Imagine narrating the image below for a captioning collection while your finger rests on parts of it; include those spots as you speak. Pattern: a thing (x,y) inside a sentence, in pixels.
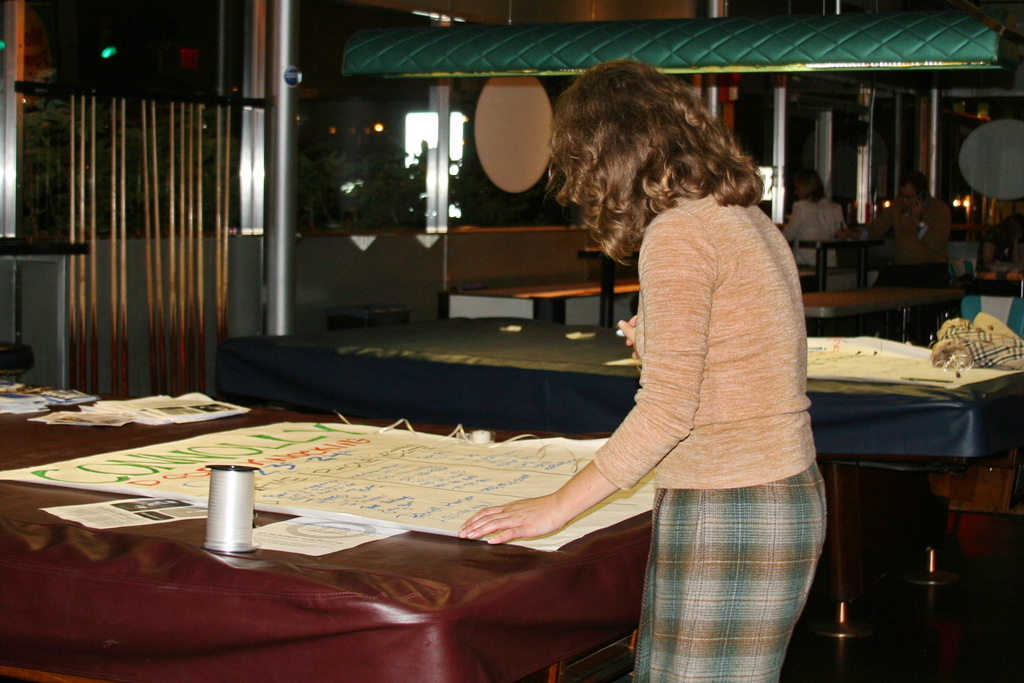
In this picture we can see a woman (752,421) she is standing in front of table (413,578), and she is watching paper (285,486) which is on the table (395,556), in the background (363,179) we can see few people (879,236) are seated on the chair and couple of trees (318,159).
